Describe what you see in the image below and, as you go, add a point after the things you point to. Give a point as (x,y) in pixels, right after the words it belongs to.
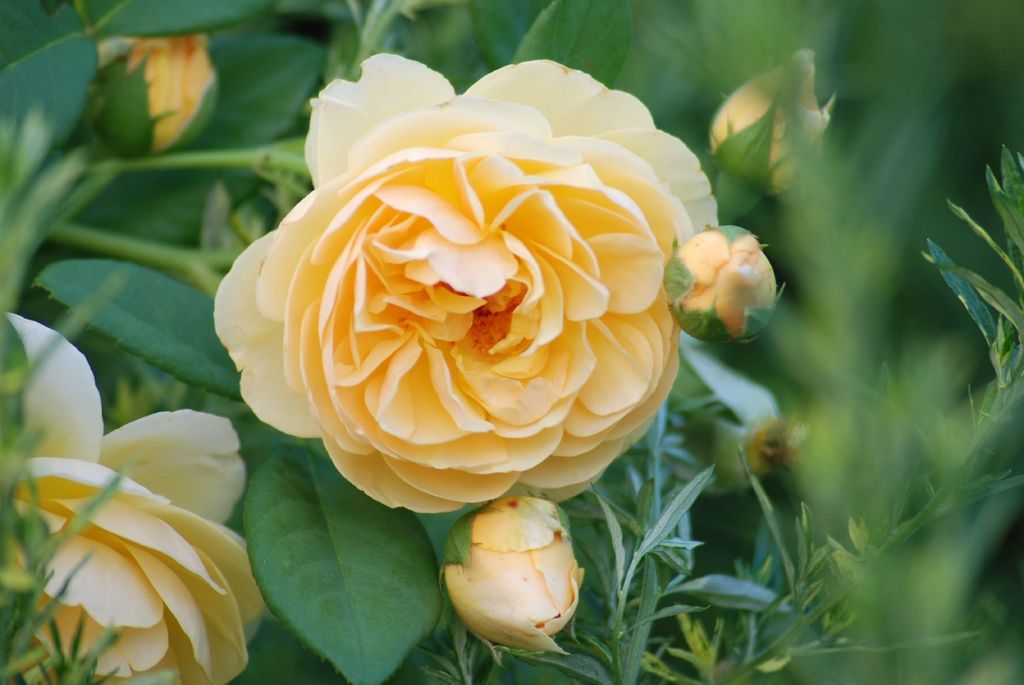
In this picture we can see the roses (500,335), buds (181,77) and green leaves (14,210).
